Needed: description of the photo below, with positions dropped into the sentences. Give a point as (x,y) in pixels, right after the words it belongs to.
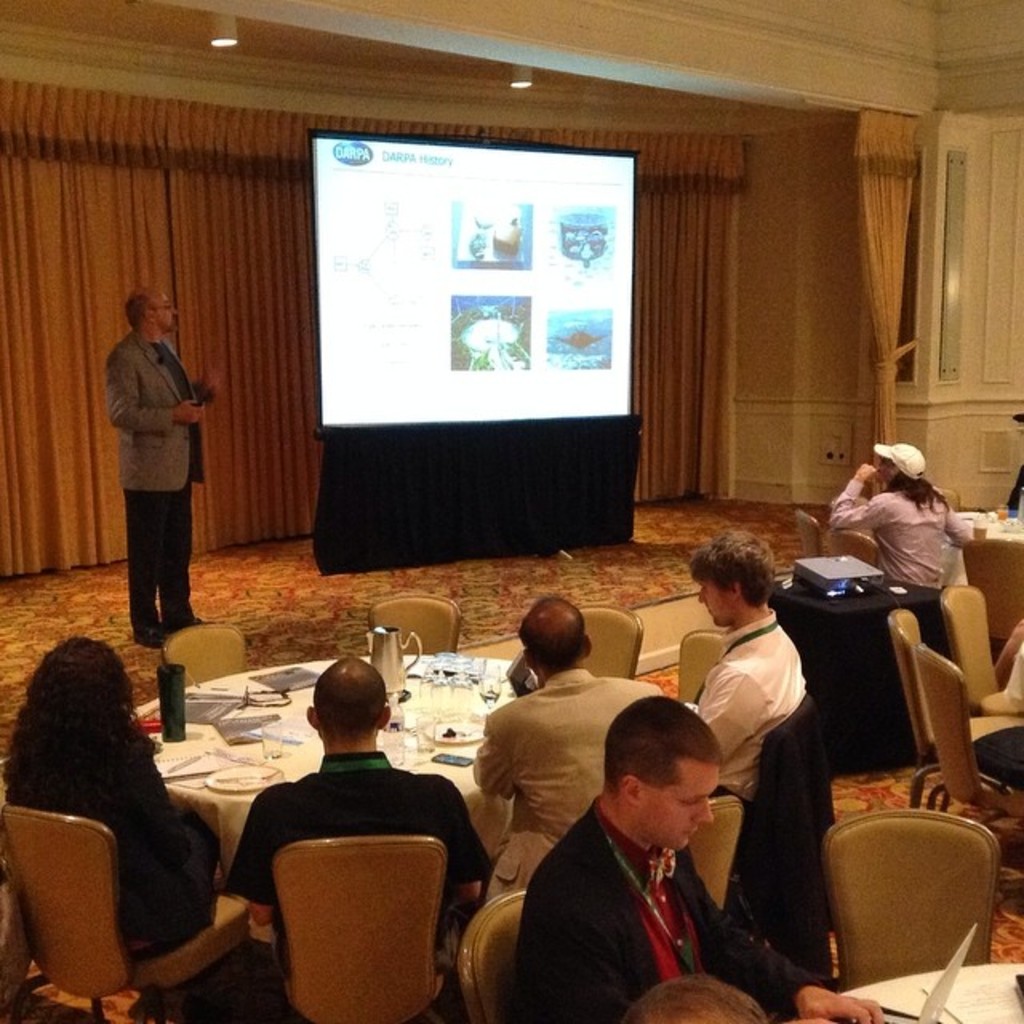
In the foreground of the picture (673,882) I can see a few persons (552,620) sitting on the chairs (962,595). There is a man (707,917) at the bottom of the image (682,763) and he is working on a laptop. I can see the tables (508,684) and chairs (961,616) on the floor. There are plates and glasses (459,673) are kept on the table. There is a man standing on the carpet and he is looking at the screen (550,164). I can see the projector (830,571) on the table (796,605) on the right side (869,581). In the background (222,309), I can see the curtain (476,104) and there are lamps (516,85) on the roof (537,99).
